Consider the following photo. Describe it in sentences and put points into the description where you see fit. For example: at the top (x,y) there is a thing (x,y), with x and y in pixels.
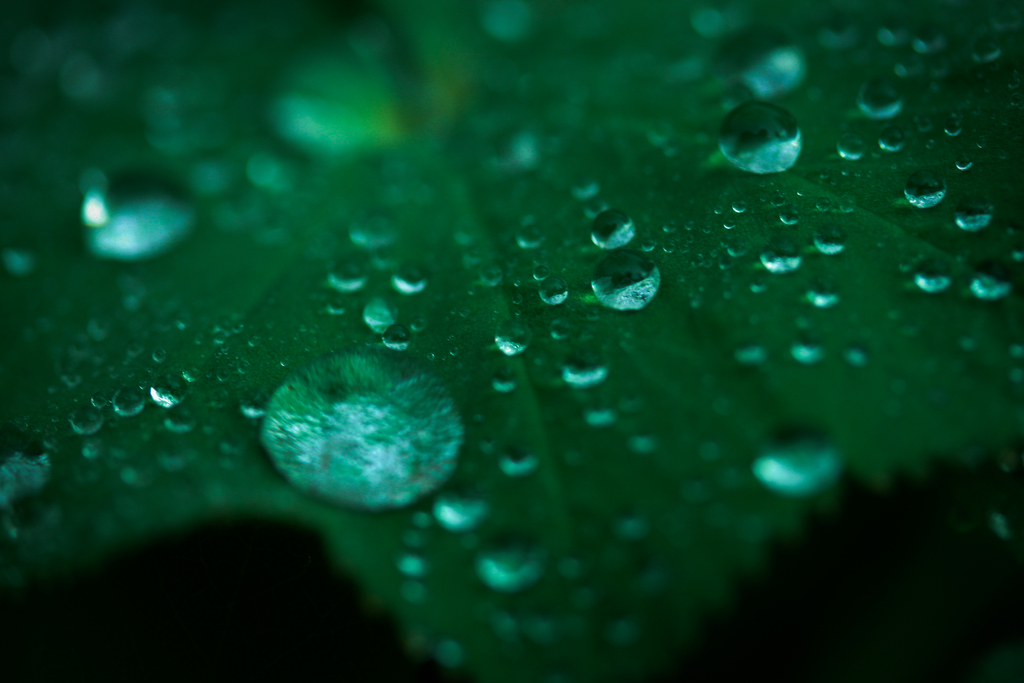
In this image I can see a green colour thing (433,212) and on it I can see number of water drops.
